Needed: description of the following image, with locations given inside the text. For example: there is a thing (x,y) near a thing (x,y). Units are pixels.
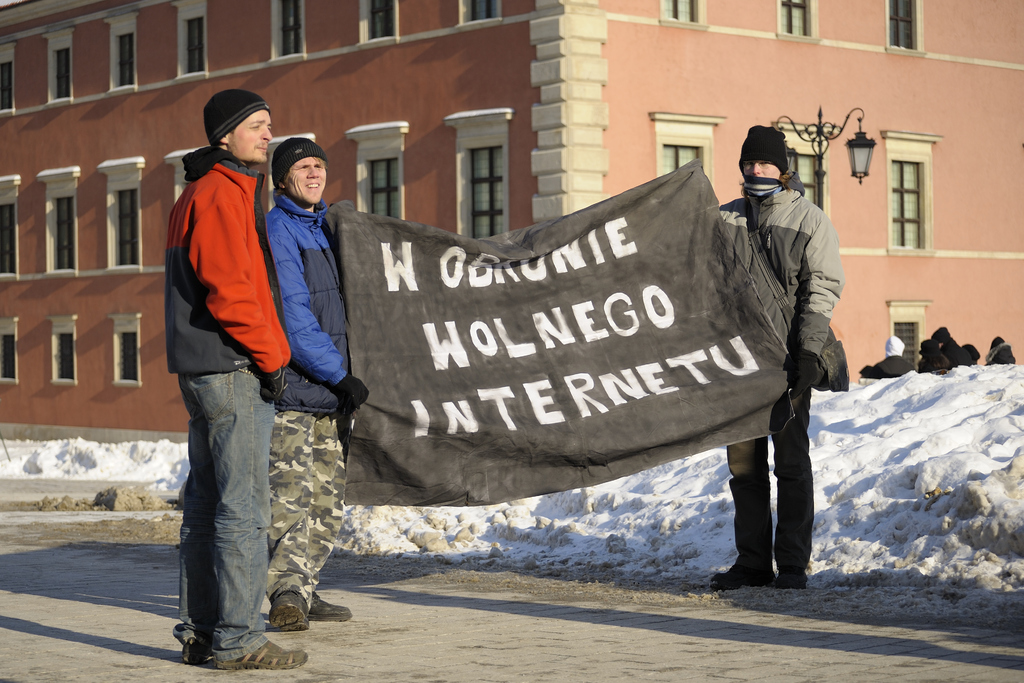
As we can see in the image there are buildings (635,113), street lamp (820,136), two people (827,224) holding banner (616,297) and there is snow (922,456).
